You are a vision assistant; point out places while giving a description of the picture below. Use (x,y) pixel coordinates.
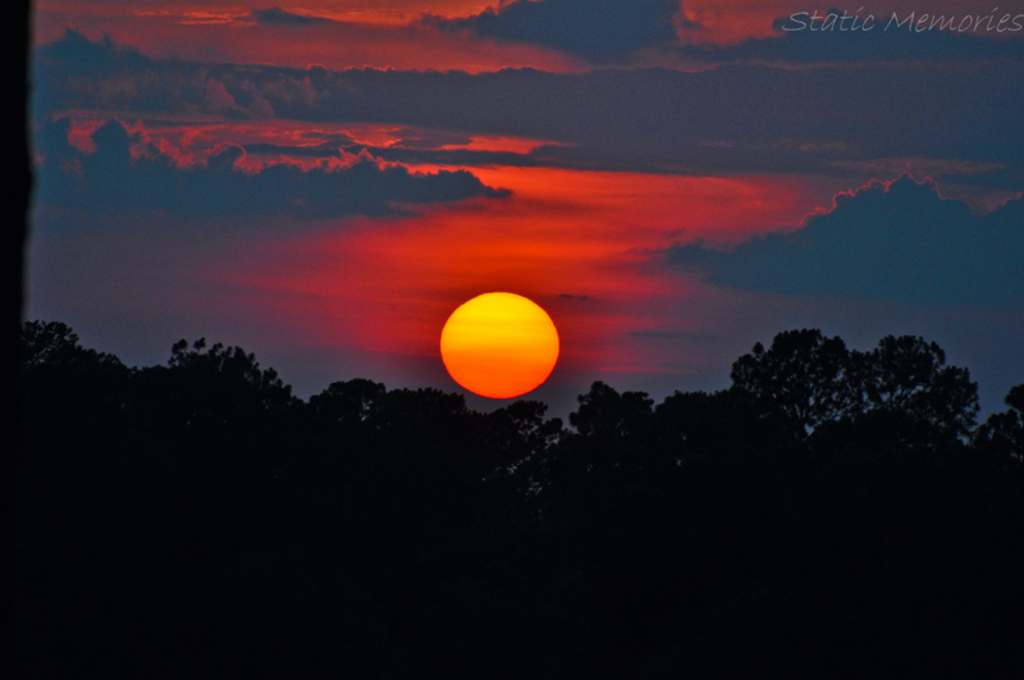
Here in this picture we can see trees (241,447) present and we can see sun (495,381) and clouds (335,178) in the sky (384,153).
